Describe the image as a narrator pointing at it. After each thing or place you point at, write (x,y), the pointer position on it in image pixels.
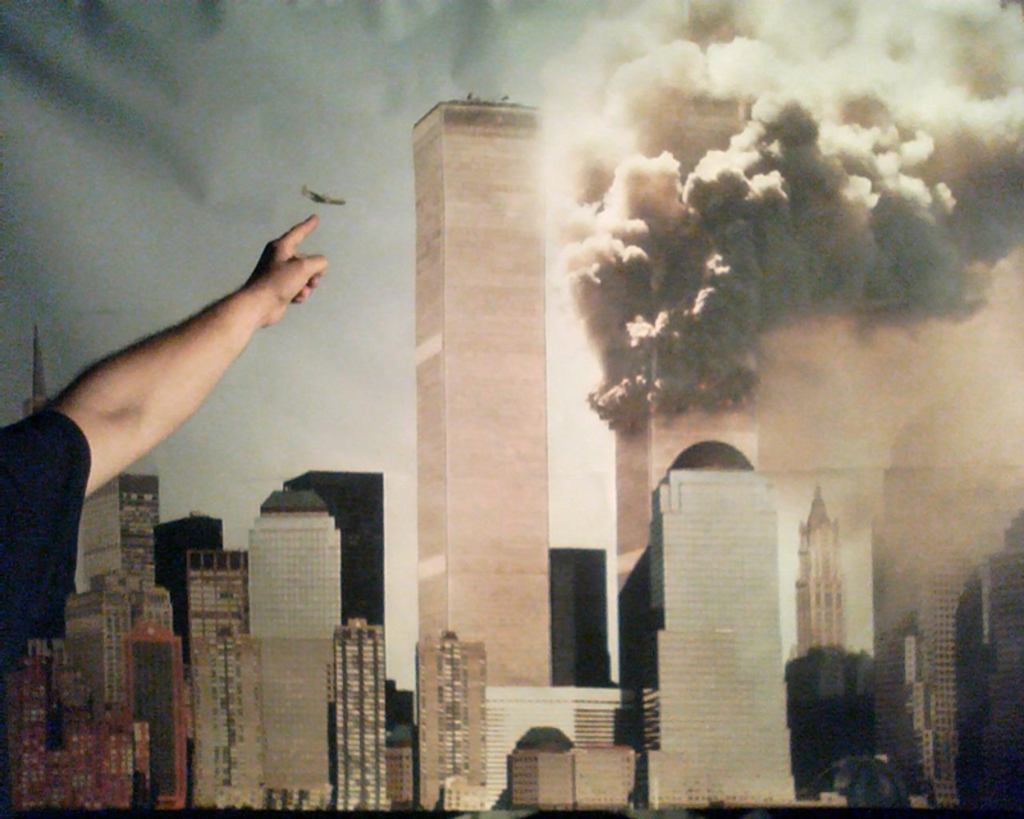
In this image we can see some person (182,379) pointing to the painting (237,427) and the painting (541,471) consists of many buildings (469,612) and we can also see the smoke (752,410) releasing from the building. Sky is also visible in the painting (530,463).
